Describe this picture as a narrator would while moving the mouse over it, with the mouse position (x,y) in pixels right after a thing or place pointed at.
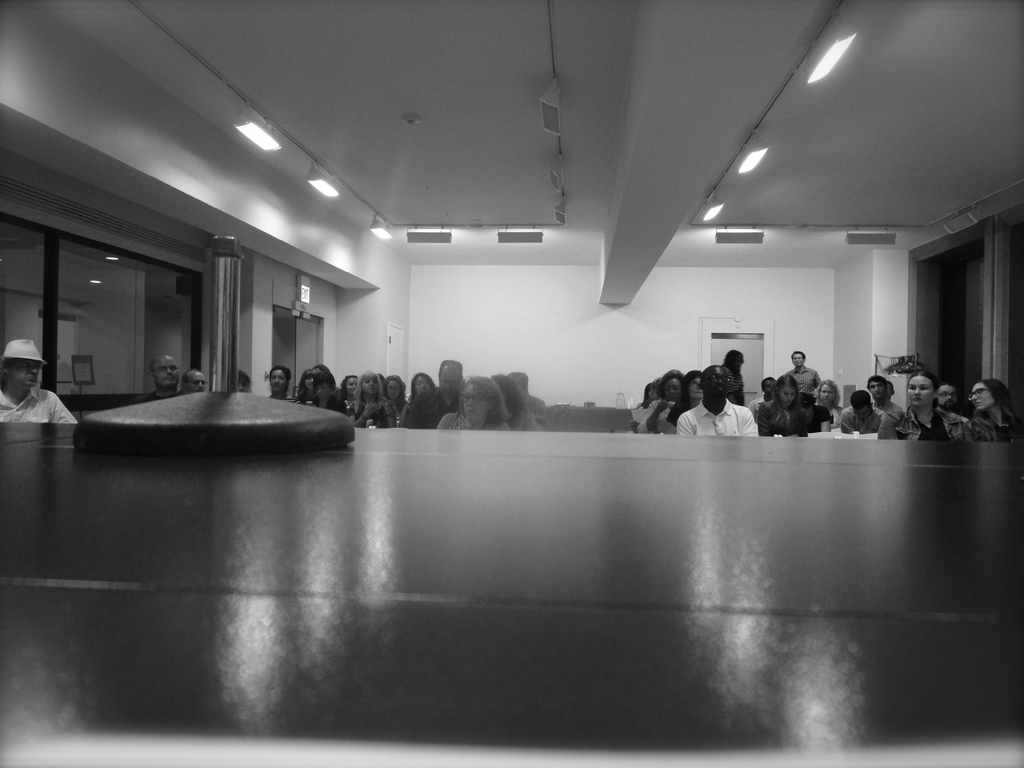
At the bottom of the image (589,622) there is a platform (304,478) with an object (314,441) on it. Behind the platform (556,482) there are few people (442,388) sitting. In the background (443,304) there is a wall (277,283) with doors (740,342) and glass walls (140,289). At the top of the image (665,178) there is a ceiling (544,192) with lights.
